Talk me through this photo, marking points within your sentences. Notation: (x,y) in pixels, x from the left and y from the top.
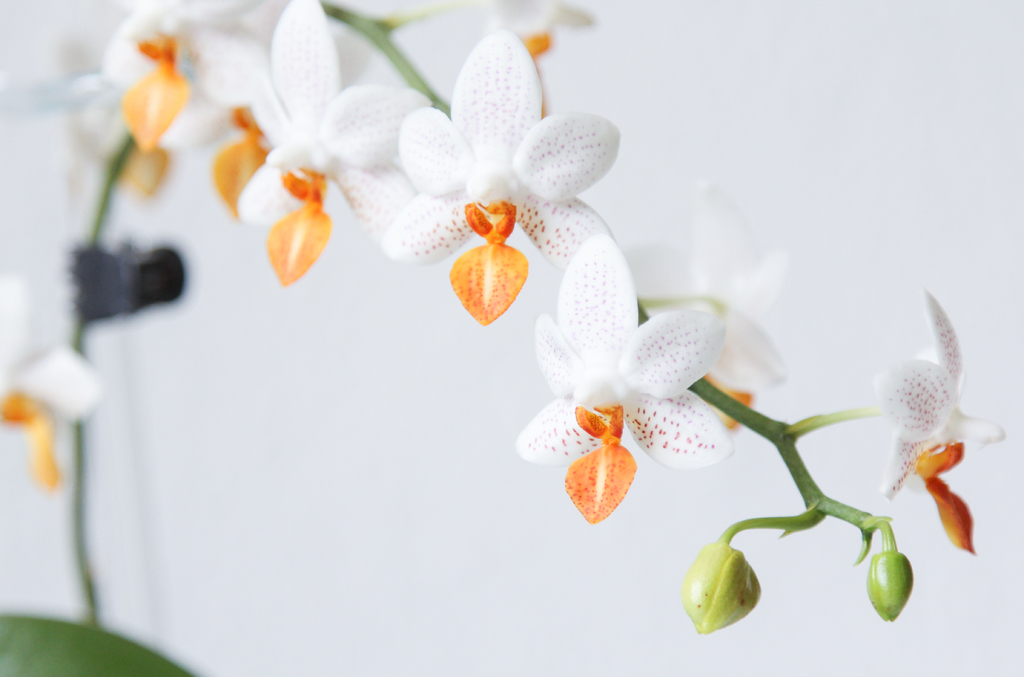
These are the white color flowers (223,100).
